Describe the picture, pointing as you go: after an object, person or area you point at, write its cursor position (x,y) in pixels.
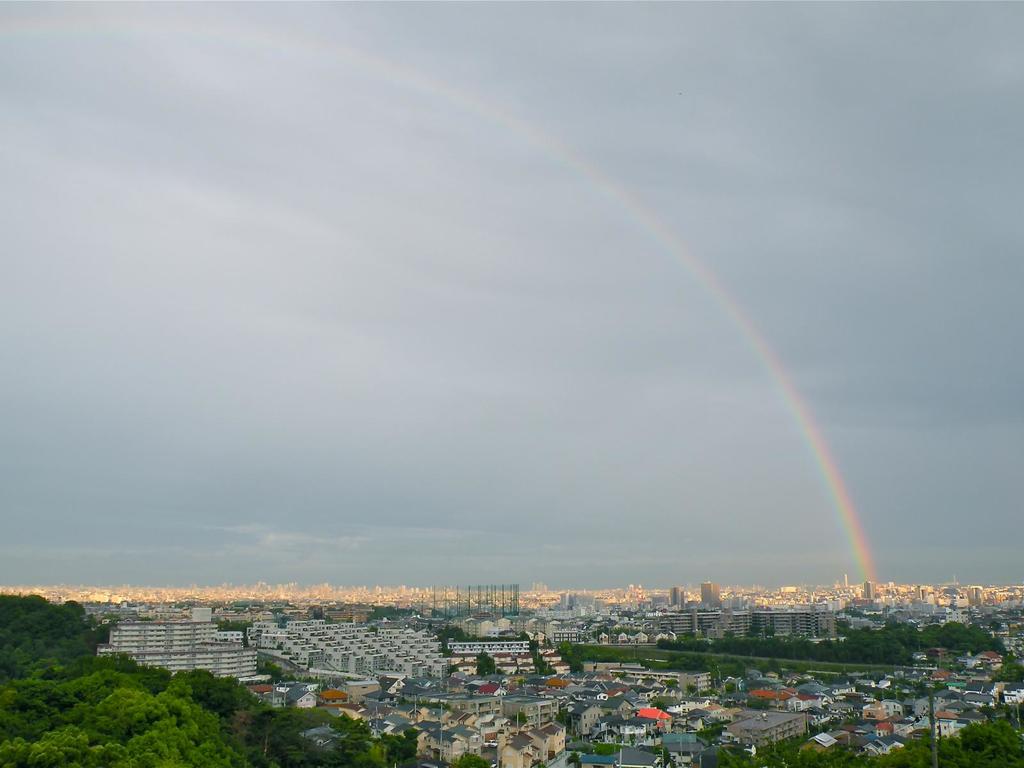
In this picture there are buildings (932,617) and trees (898,661). At the top (148,206) there is sky (180,392) and there are clouds (326,188) and there is a rainbow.
